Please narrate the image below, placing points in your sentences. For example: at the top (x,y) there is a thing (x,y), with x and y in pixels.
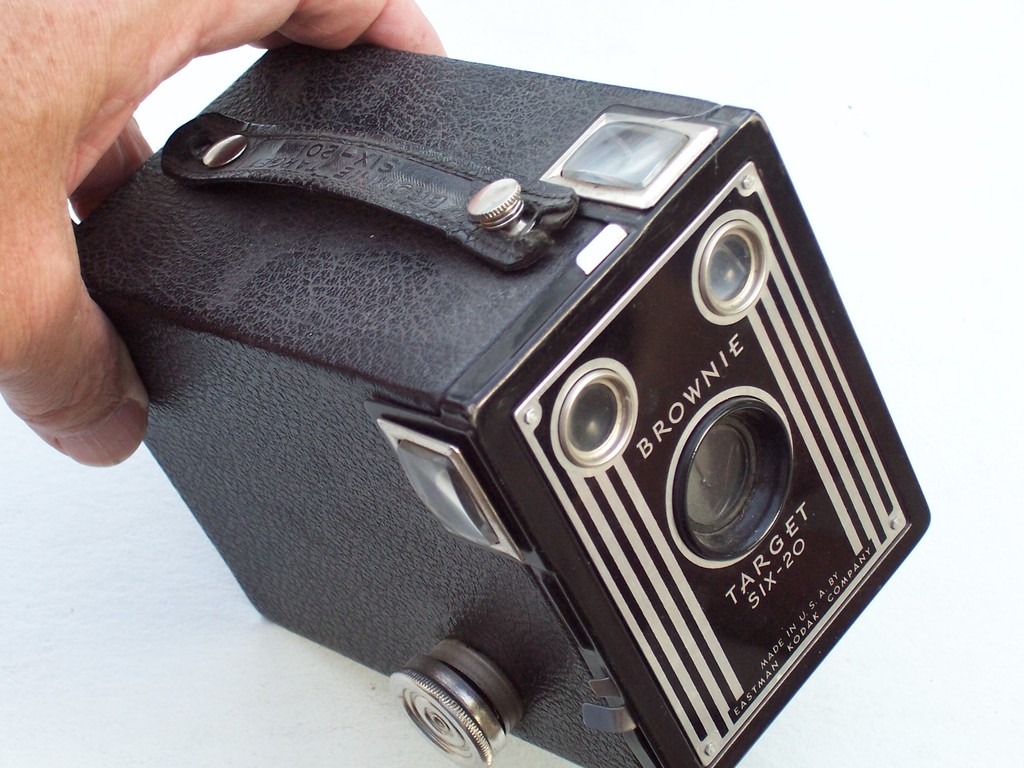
In this image we can see a person's hand (69,155) holding a vintage camera (467,423).
